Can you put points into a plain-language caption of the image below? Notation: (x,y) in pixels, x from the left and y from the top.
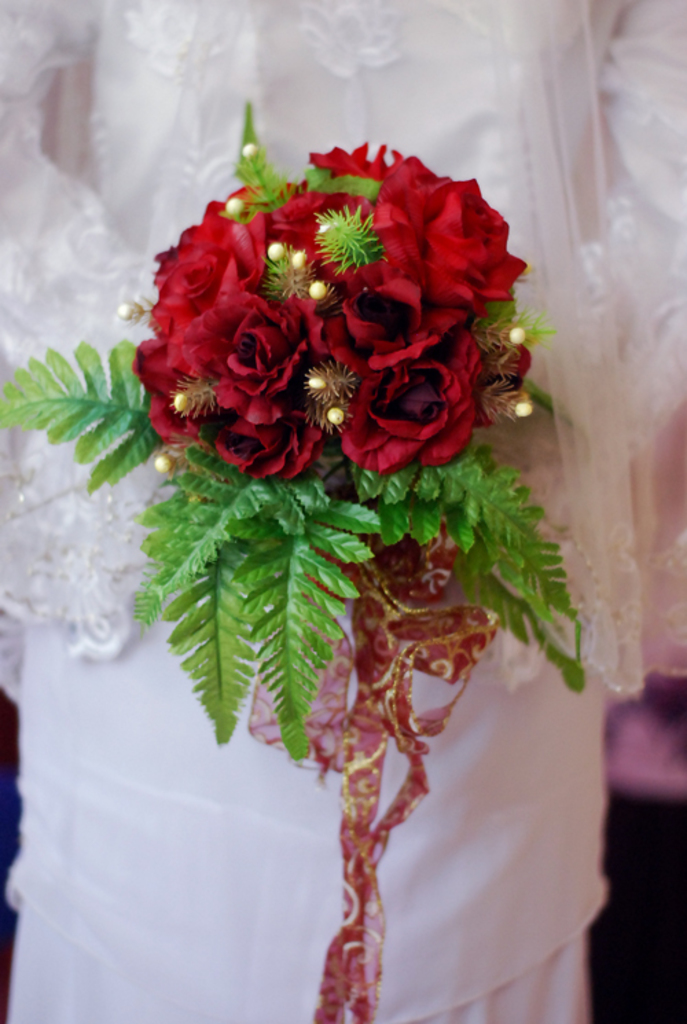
In this image we can see a flower bouquet (220,285) with red flowers (461,246), leaves (423,479) and some other things (473,636) and it looks like a person (102,39) wearing a white dress (679,198) is holding a bouquet (370,857).
